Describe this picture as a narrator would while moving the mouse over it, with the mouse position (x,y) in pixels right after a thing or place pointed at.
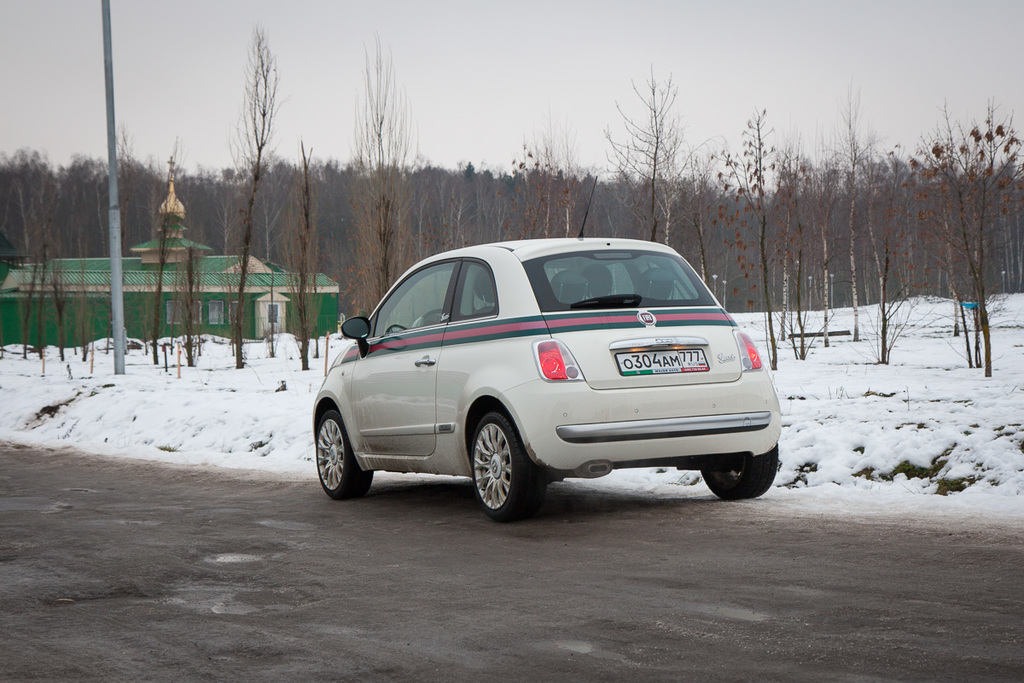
In this image in the center (500,408) there is a car (491,380) moving on the road (75,575). In the background (267,270) there are trees (574,231), there is a building (127,307) and there is snow (920,382) on the ground (912,393).
